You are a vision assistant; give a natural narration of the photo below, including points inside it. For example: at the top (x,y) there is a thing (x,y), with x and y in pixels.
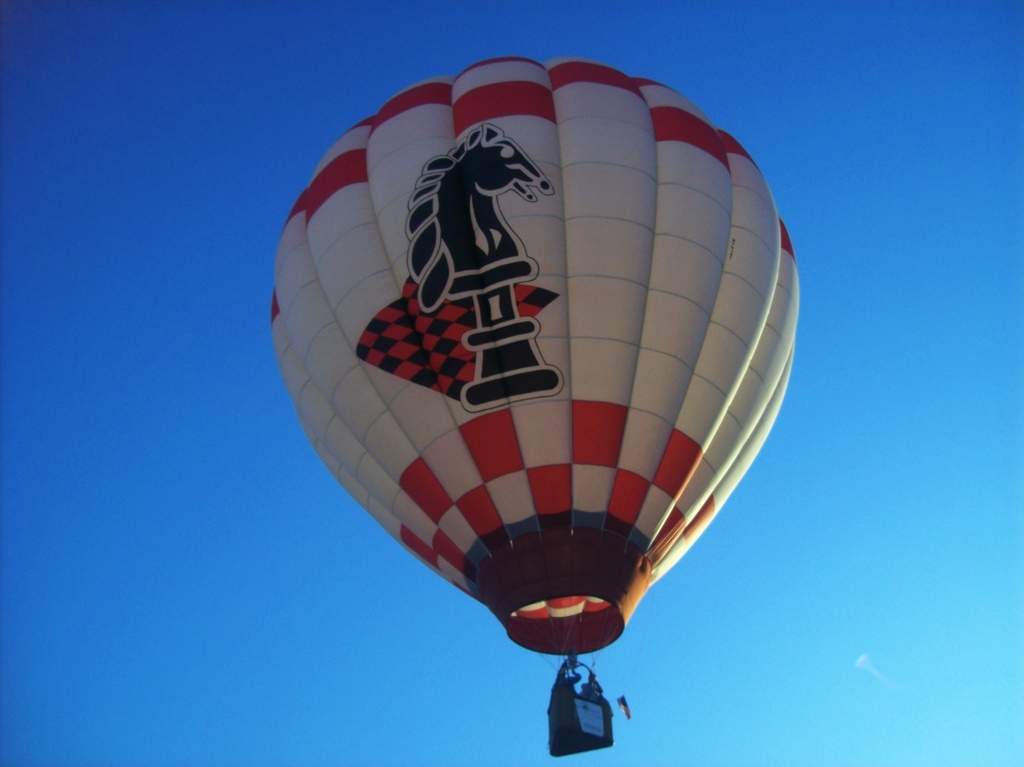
In this image there is a hot air balloon (538,493), at the background of the image (517,737) there is the blue sky (858,699).
